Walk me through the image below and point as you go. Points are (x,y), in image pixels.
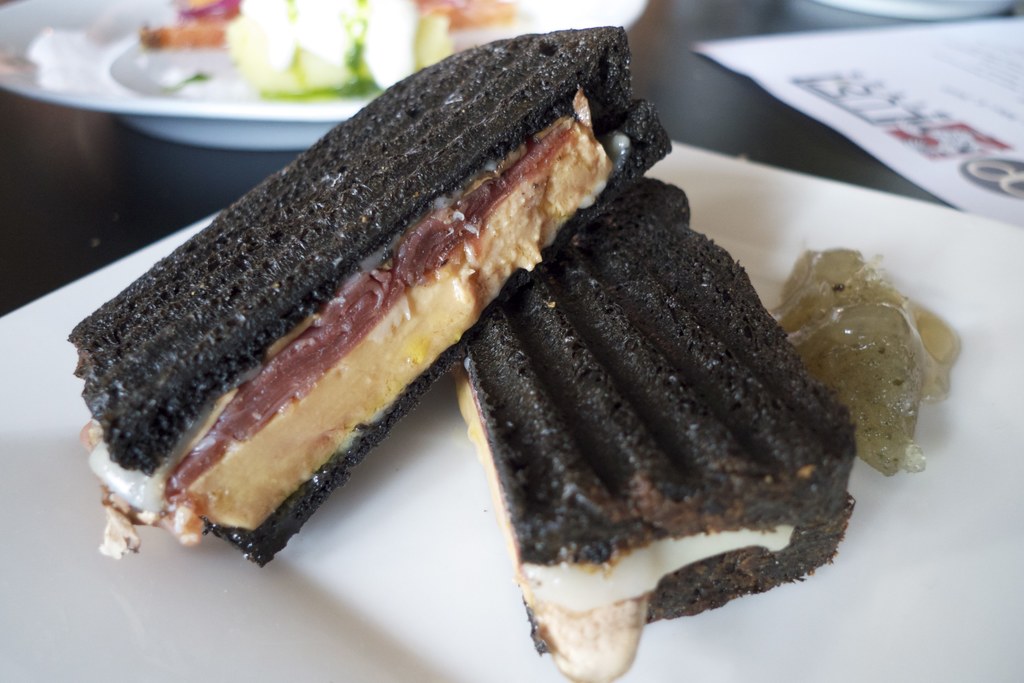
This image consists of food (370,294) which is on the plate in the center (678,388). On the right side (918,109) there is an object (962,119) which is white in colour.
